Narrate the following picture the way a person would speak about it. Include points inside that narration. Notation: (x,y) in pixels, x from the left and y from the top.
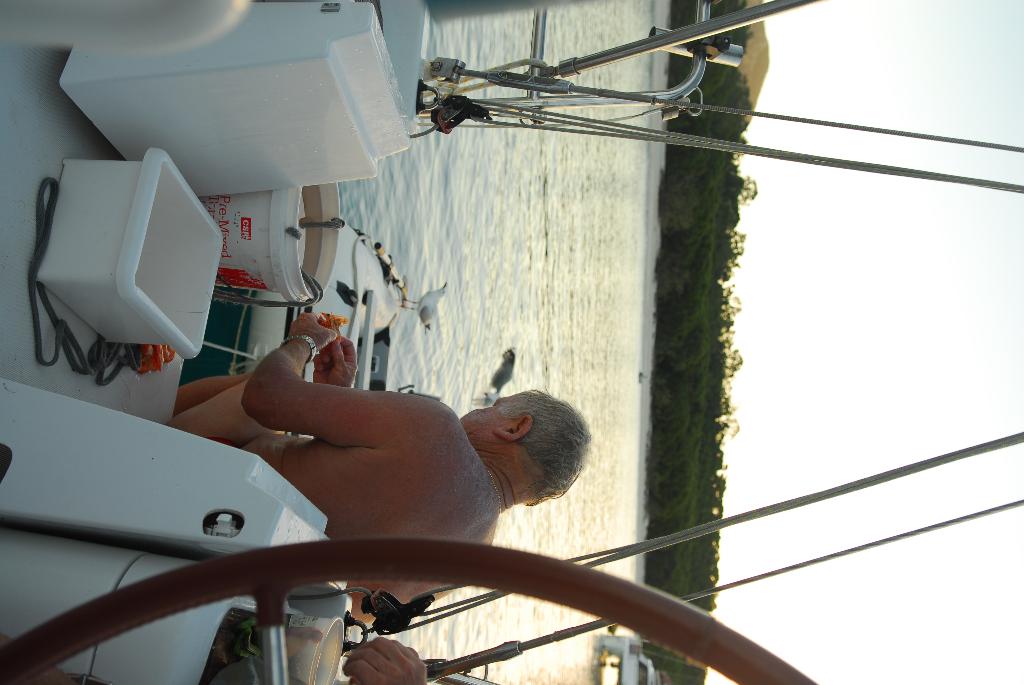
In this image I can see a person (287,357) sitting and holding some object (341,336) which is in orange color. Background (445,352) I can see a bird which is in white color, water (532,329), trees (667,363) in green color and the sky (753,257) is in white color.
